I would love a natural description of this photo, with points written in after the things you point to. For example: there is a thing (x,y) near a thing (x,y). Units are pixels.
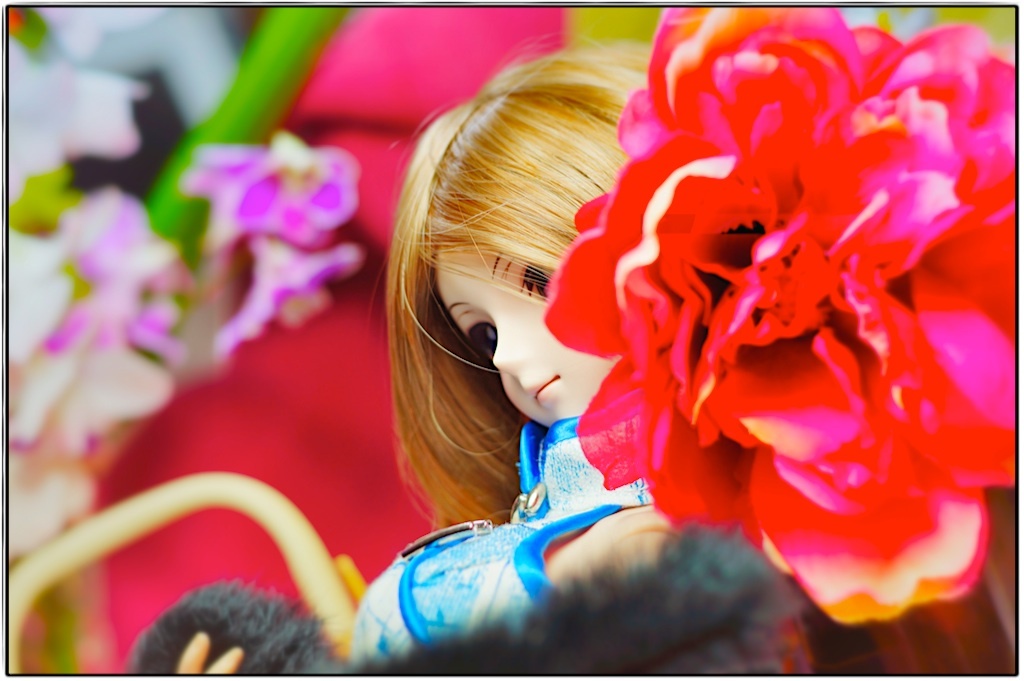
This is an edited image. We can see a doll (475,388) and flowers (35,327). Behind the doll (444,404), there is a blurred background (185,500).
